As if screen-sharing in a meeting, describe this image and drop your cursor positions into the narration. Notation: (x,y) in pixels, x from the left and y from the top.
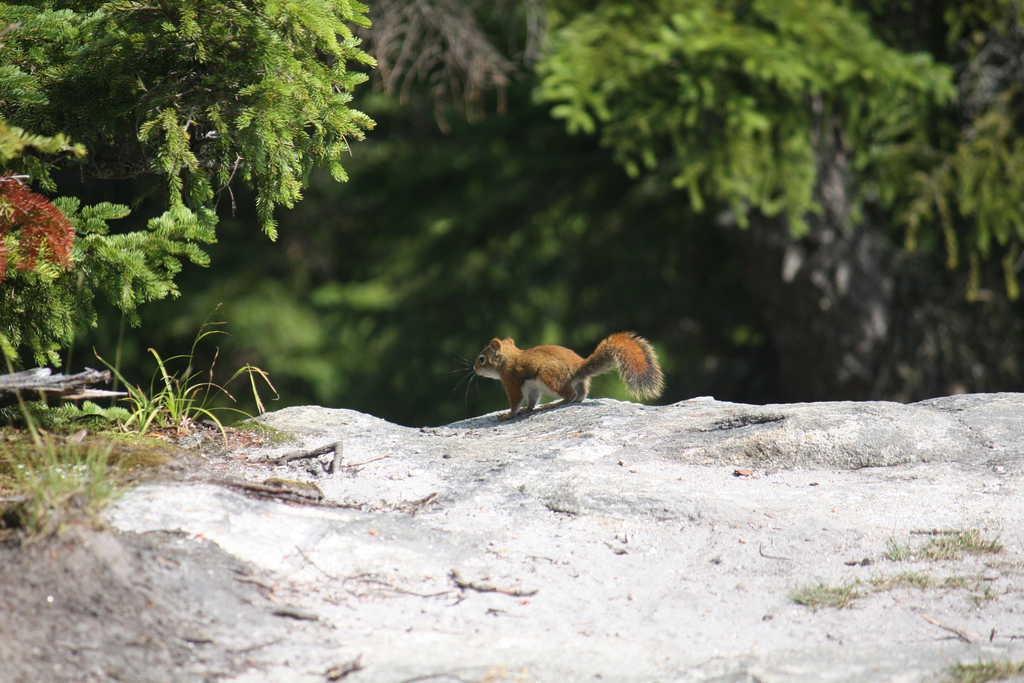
In this image we can see squirrel (508,394) on the rock (391,472), grass (136,433) and trees (438,144).
